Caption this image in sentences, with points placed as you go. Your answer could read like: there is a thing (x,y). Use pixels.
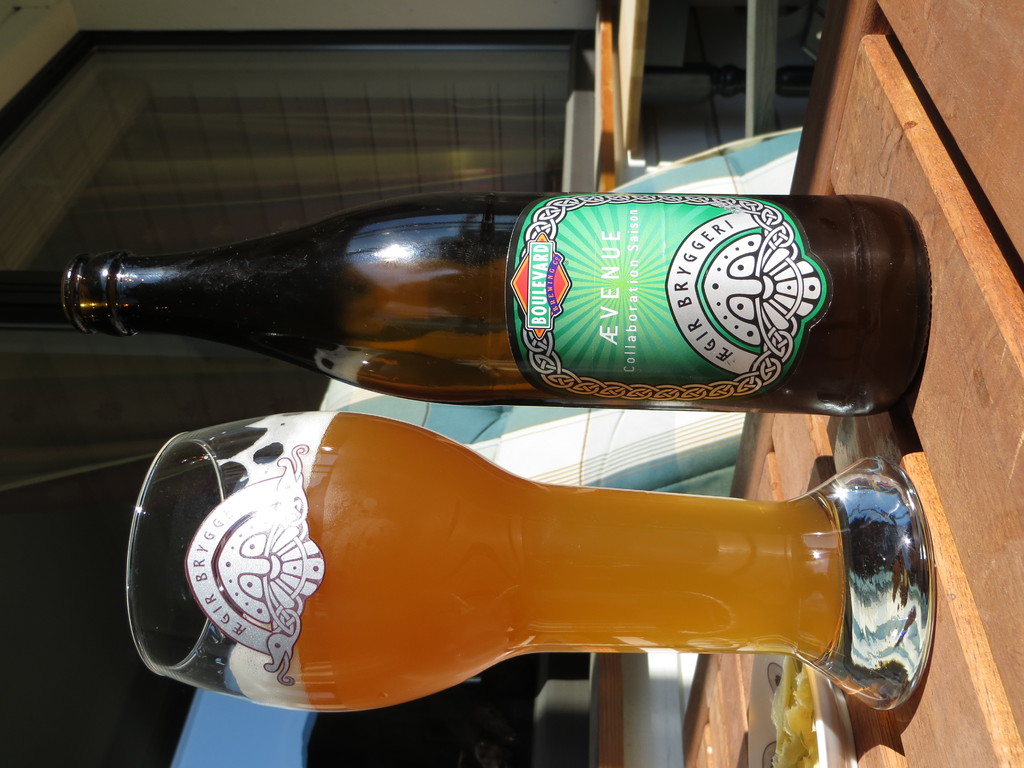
It's a beer glass (736,636) beside of it. It's a beer bottle (479,388) with a label (531,358) on the right side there is glass wall (424,106).
